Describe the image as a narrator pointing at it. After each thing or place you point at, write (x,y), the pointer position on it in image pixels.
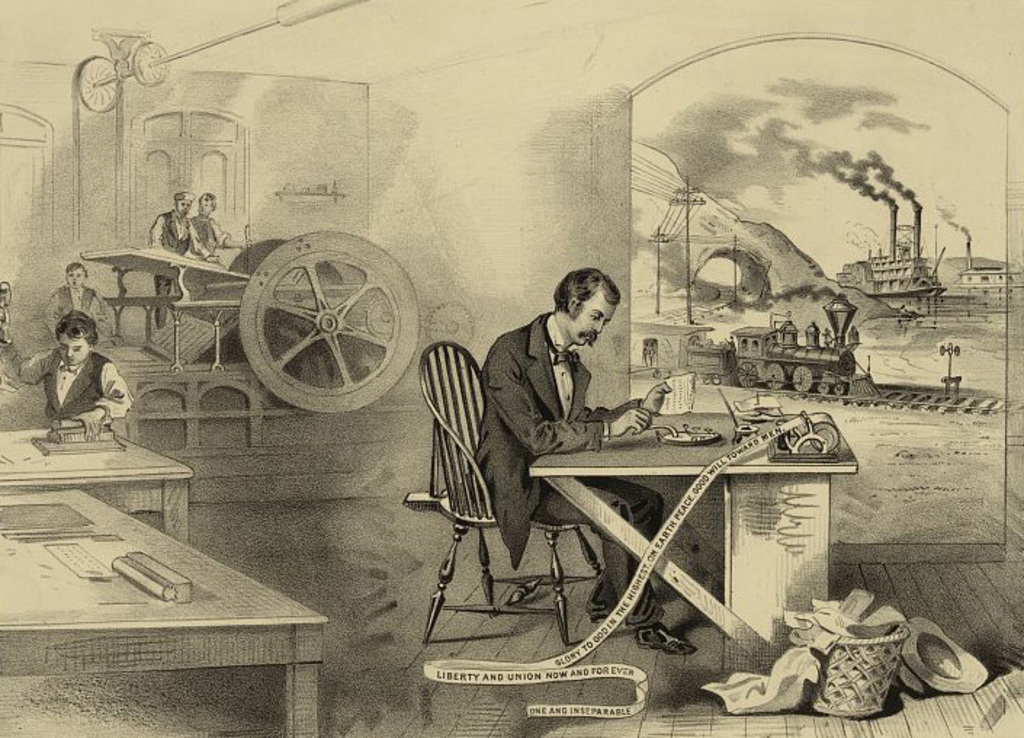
This is a black and white image seems to be an edited image. On the right (698,435) there is a person (590,294) wearing suit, sitting on the chair (554,544) and seems to be working and there are some items (667,435) placed on the top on the tables (672,454) and there are some items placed on the ground (465,568). On the left (57,385) we can see the group of persons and an object (253,347) seems to be the cart wheel (254,322). In the background (872,166) we can see the train (698,347) seems to be running on the railway track (881,396) and we can see the sky (841,98), smoke (857,160) and some other objects (658,269).
